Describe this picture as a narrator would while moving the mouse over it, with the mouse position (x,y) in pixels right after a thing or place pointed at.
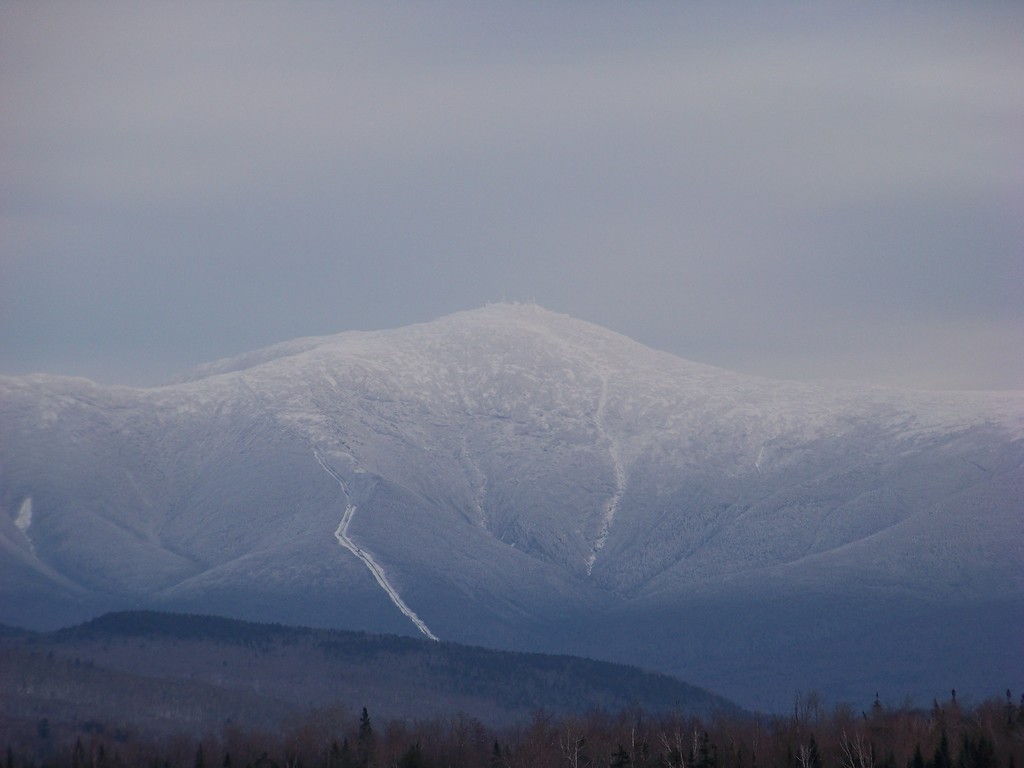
In the foreground of the image (374,738) we can see a group of trees (544,738). In the background (180,665), we can see mountains (724,457) and the sky (617,194).
